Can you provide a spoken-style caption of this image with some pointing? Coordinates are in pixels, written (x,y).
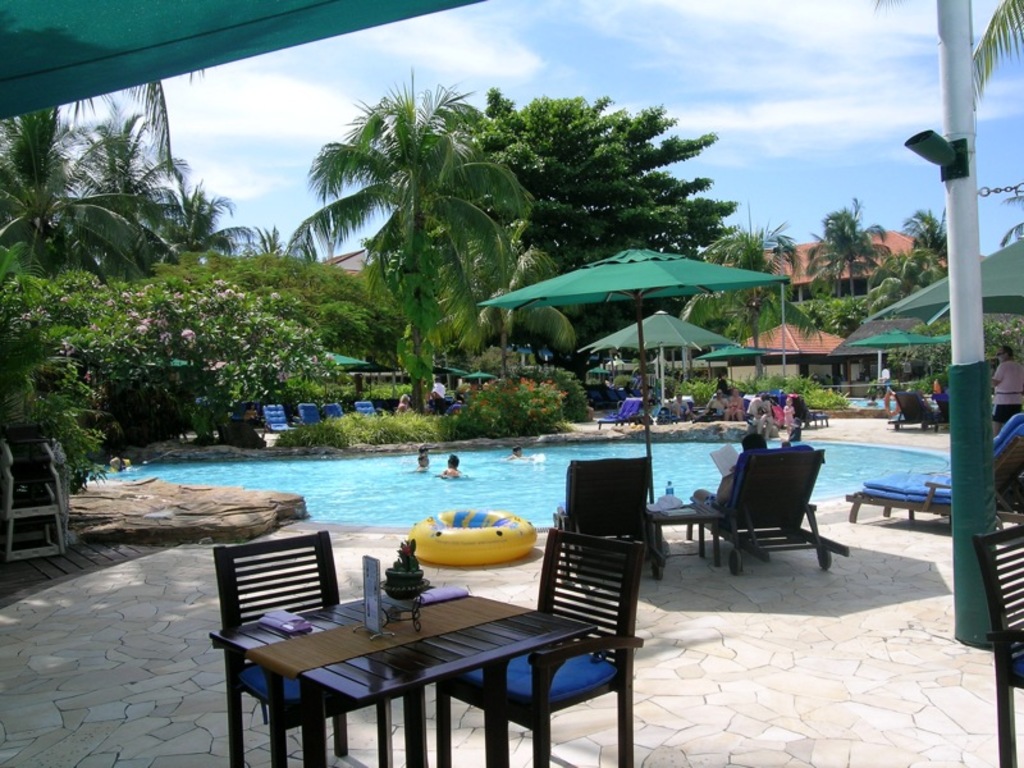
In the center of the image (478,460) we can see a pool (472,473) which contains water (472,473). In pool (499,473) we can see some persons (518,447), beside the pool (554,486) we can see the plants (497,385), umbrellas (648,429), chairs (622,490). We can see some persons (793,421) are sitting on the chairs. In the background of the image (883,268) we can see the trees (826,282), buildings (868,284), roof (772,338), tables (445,663), chairs (253,609). On the table (346,672) we can see some objects (396,594). At the bottom of the image (65,631) we can see the floor (76,637). At the top of the image (422,90) we can see the clouds (456,40) are present in the sky (657,47).
